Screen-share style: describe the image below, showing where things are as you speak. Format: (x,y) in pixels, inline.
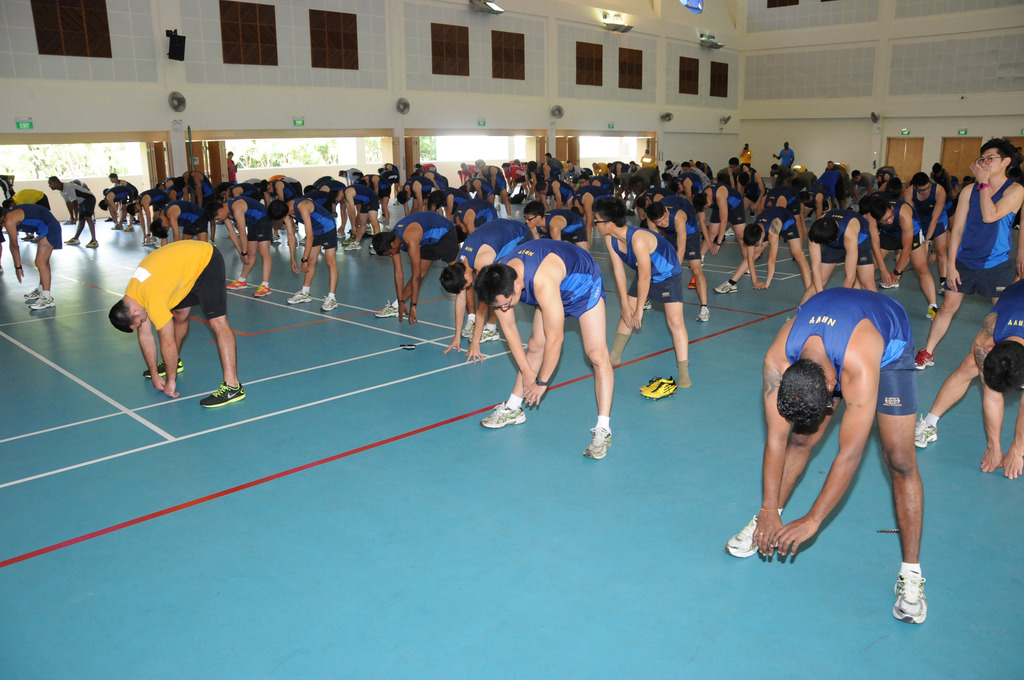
In this image there are group of persons (387,194) standing. In the background (684,81) there are windows (721,85) and there are doors (918,150) and there is a wall (786,122).
